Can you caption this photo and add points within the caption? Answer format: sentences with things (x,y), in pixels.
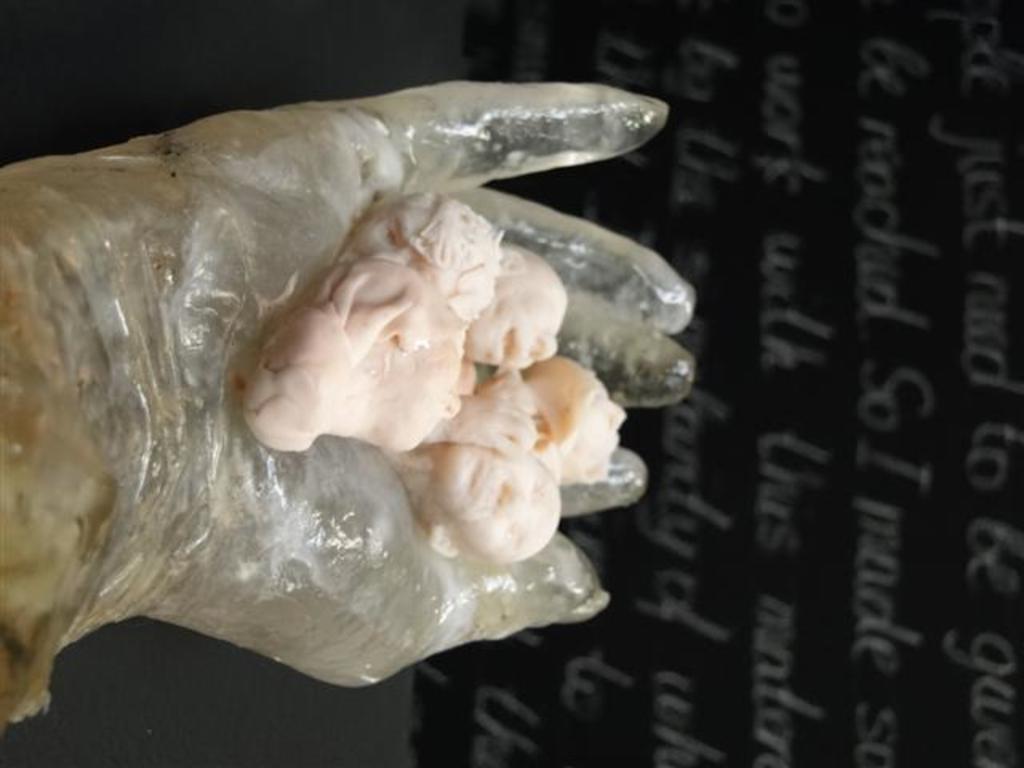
In this image, we can see sculptures (403,326) on the person hand (173,329) with glove (271,267) and in the background (760,256), there is a board (847,485) with some text (807,482).
